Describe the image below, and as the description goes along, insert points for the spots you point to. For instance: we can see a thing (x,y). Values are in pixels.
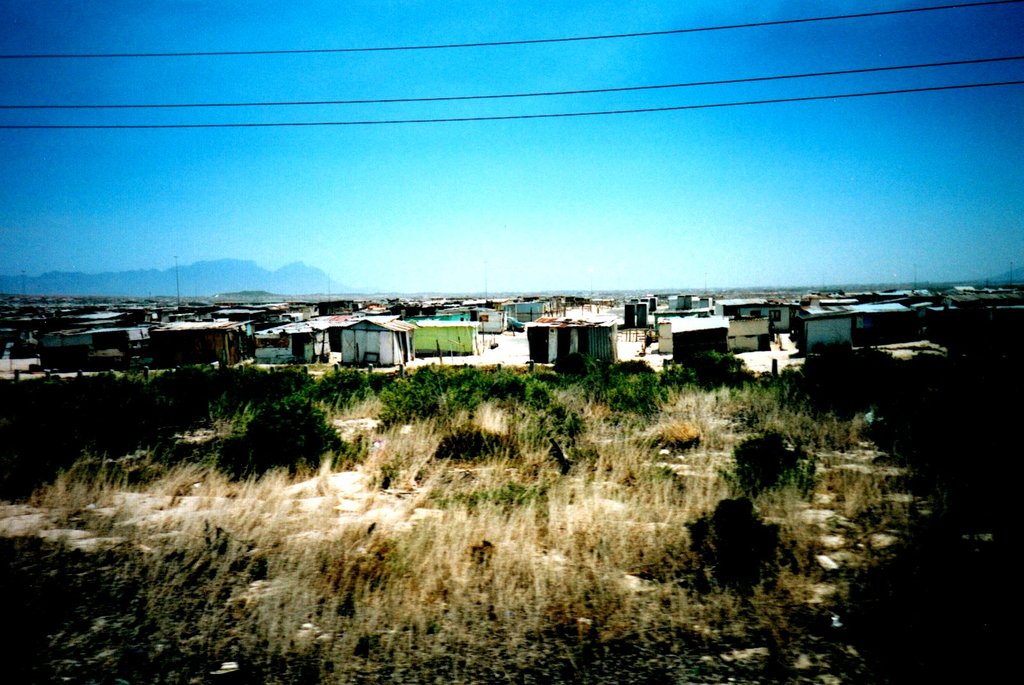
Here we can see plants (416,397), houses (586,335), and wires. In the background (265,147) there is sky (119,58).
